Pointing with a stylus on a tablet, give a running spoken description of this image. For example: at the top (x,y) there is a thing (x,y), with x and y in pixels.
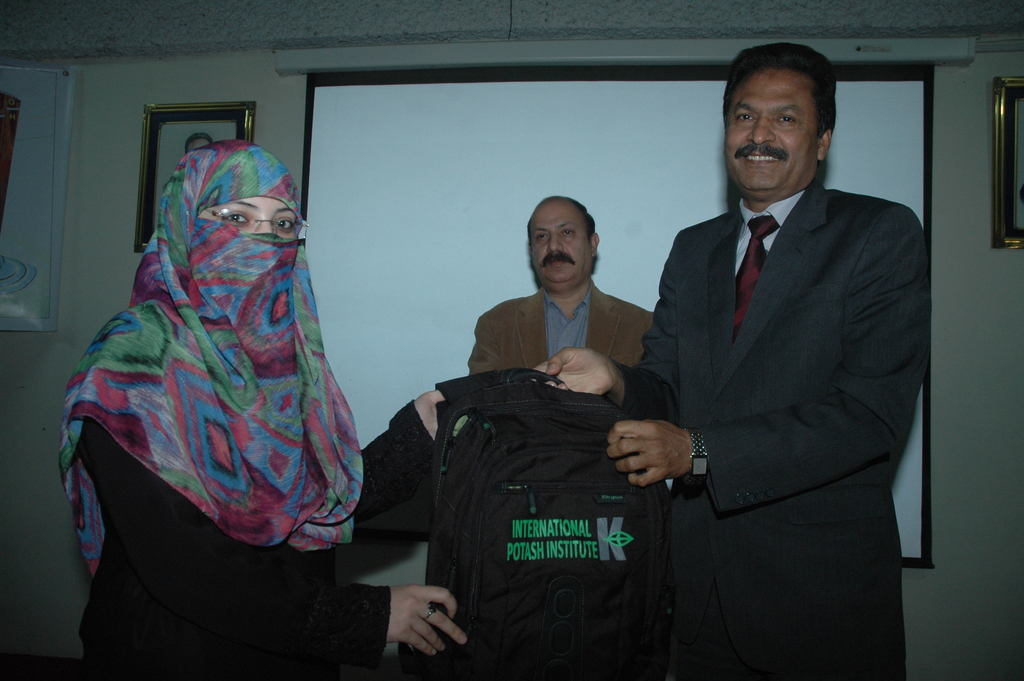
In the picture I can see a man (709,617) on the right side (707,350) is wearing a suit (862,298) and tie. He is holding a bag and there is a smile on his face (761,115). There is a woman (304,423) on the left side (207,552) and there is a scarf (168,229) on her face (215,202). In the background (615,353), I can see a man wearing a suit (533,299). I can see the screen (573,162) and there are photo frames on the wall (91,117). I can see the banner (52,148) on the top left side (45,151).
